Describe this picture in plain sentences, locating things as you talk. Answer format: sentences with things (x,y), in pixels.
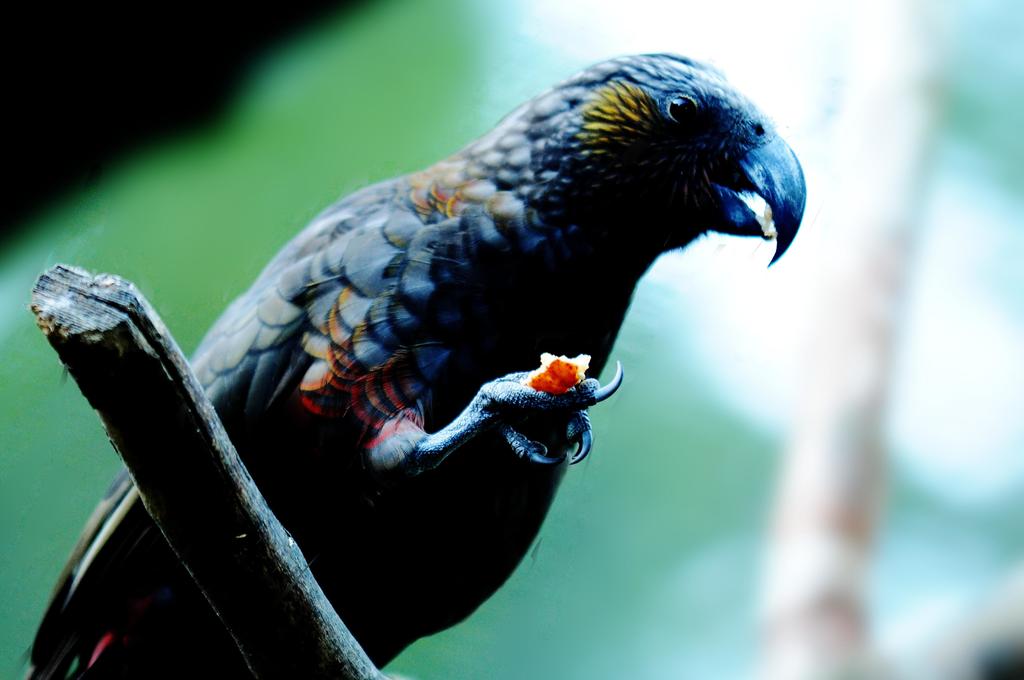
In this picture there is a parrot (486,309) in the wood (349,672). In the back (779,481) it is blurry.
